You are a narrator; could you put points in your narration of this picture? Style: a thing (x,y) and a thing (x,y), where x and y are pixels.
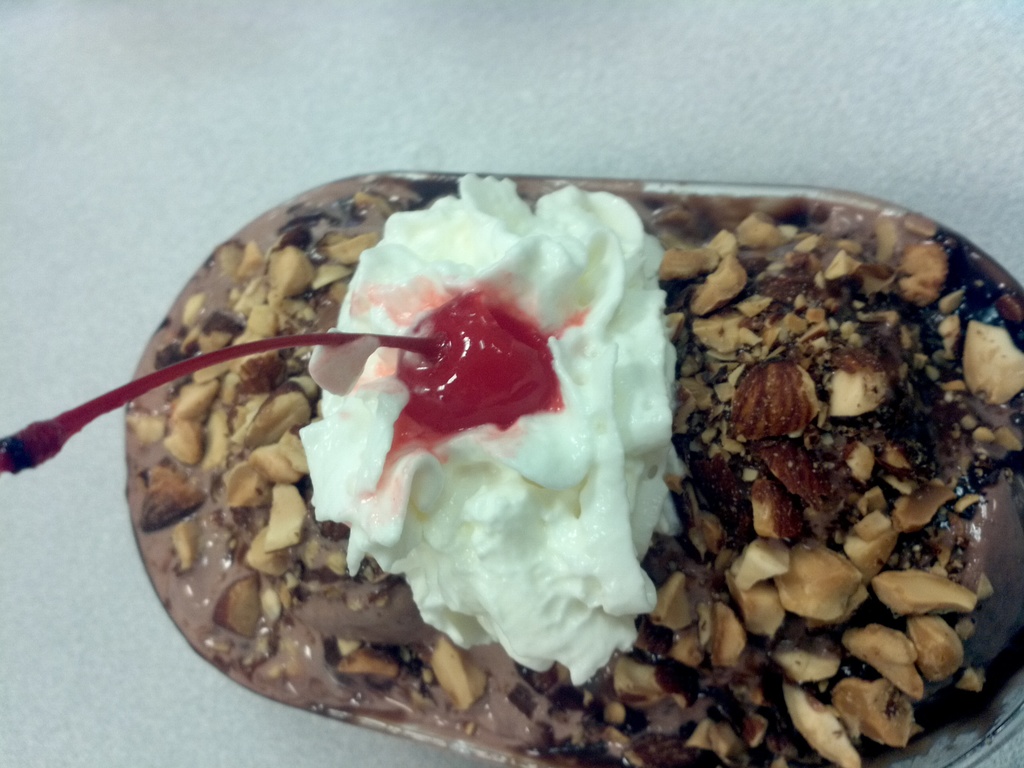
In this image there is a food item (540,379) on the white color surface (121,454).
